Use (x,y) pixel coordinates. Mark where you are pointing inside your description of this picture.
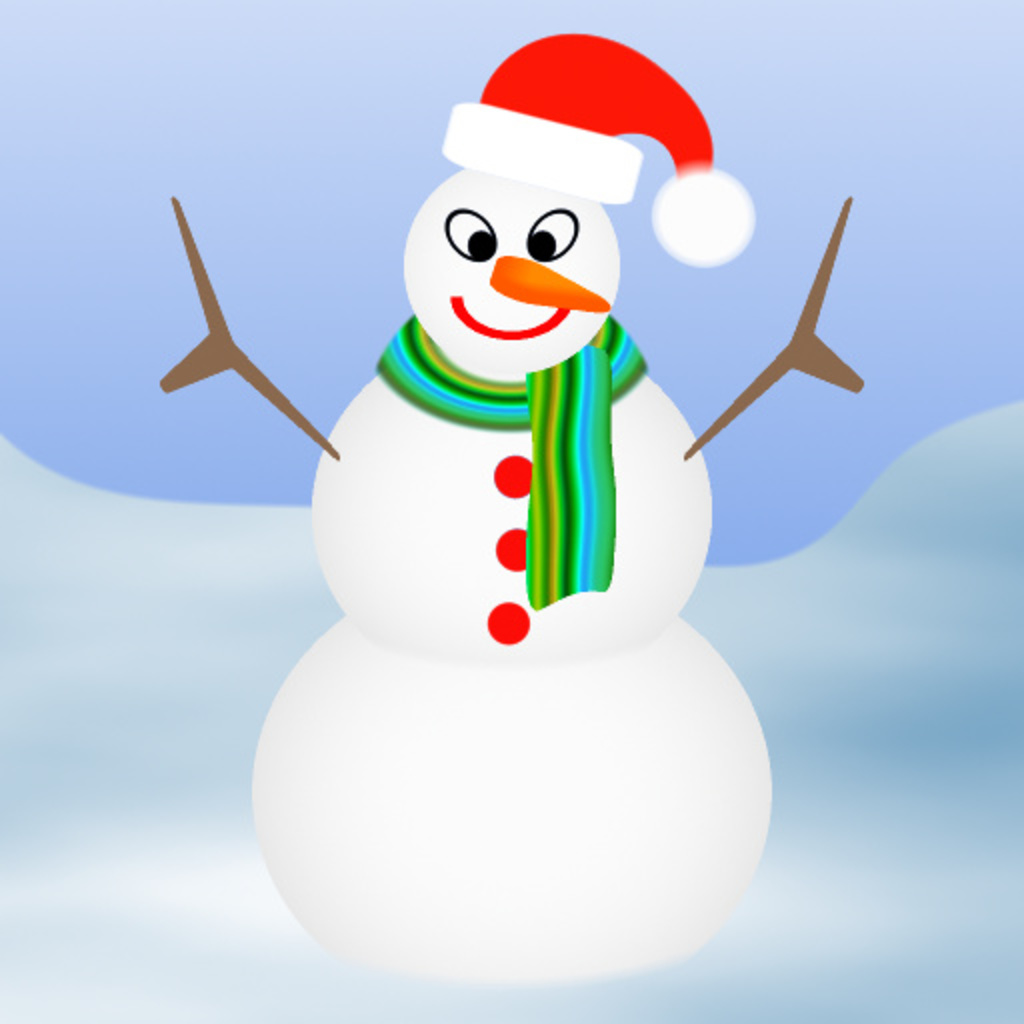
In this picture I can see the depiction of a snowman (517,485).
